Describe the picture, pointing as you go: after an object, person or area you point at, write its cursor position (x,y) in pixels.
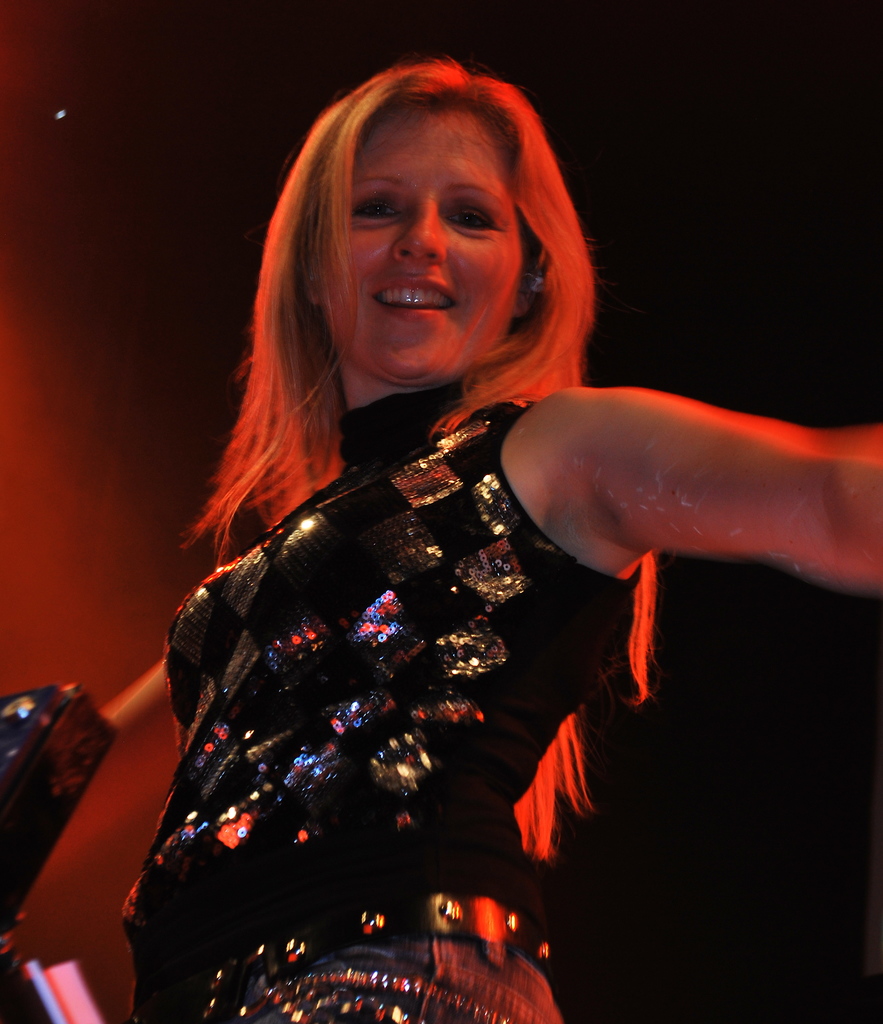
This image consists of a woman (344,746) wearing a black top (444,748). It looks like she is dancing. The background (587,888) is too dark.
